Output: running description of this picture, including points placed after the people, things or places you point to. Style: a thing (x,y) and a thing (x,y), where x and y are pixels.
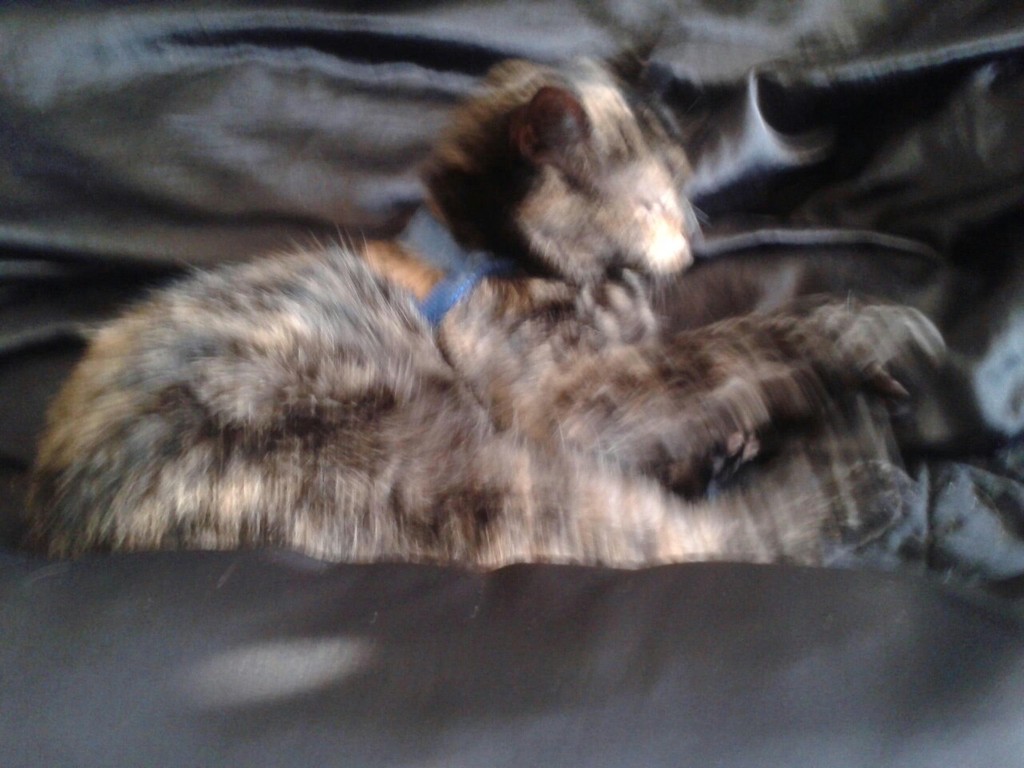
In the image we can see an animal (401,393) and the whole image is blurred.
